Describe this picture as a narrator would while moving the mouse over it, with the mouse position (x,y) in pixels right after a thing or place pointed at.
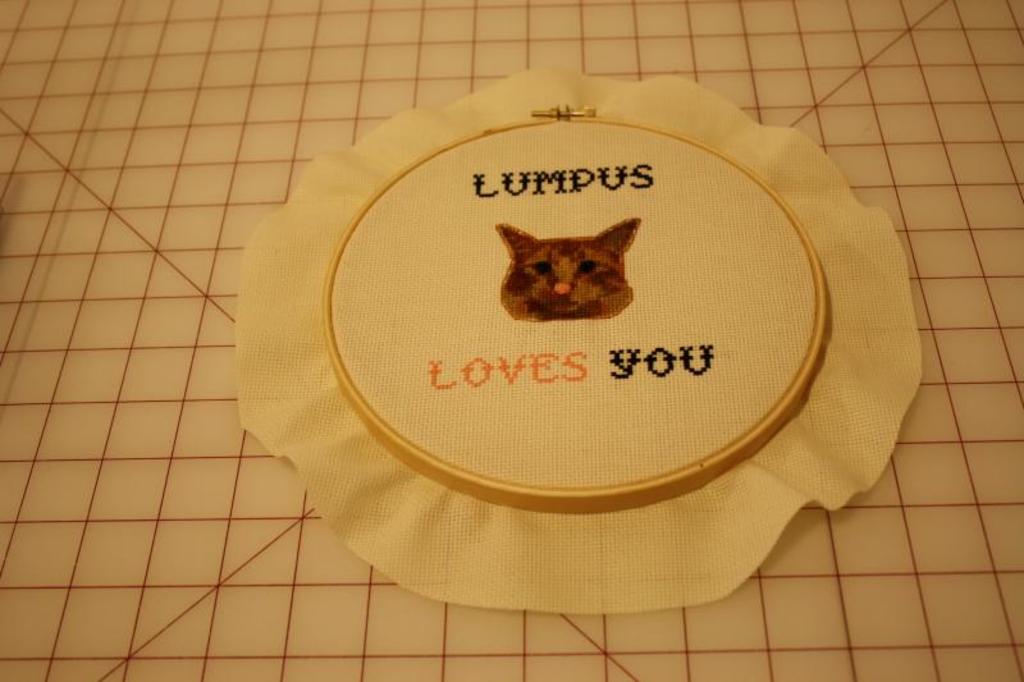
In this image we can see cloth (507,436) which is kept in between embroidery item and stitched in the shape of kitten (545,271) is on the floor (251,495).
